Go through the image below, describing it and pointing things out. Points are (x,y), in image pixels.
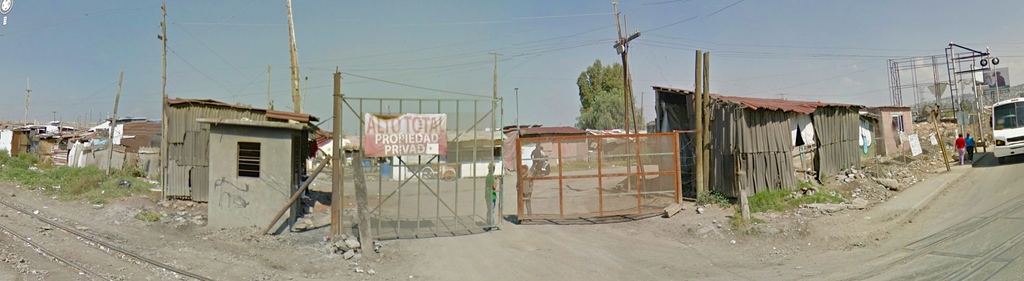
In the center of the image (539,176) we can see two children (526,197) standing and some people (542,164) sitting on a motorcycle (543,164), we can also see a banner (417,137) with some text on a gate (435,206). On the left (270,171) and right side of the image (751,141) we can see some sheds (768,142) and building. On the right side (1001,109), we can see a vehicle (1010,121) parked on the road (993,194) and women (959,152) standing. In the background (974,73), we can see a tree (595,94), some plants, poles (918,89) with cables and the sky (544,86).
